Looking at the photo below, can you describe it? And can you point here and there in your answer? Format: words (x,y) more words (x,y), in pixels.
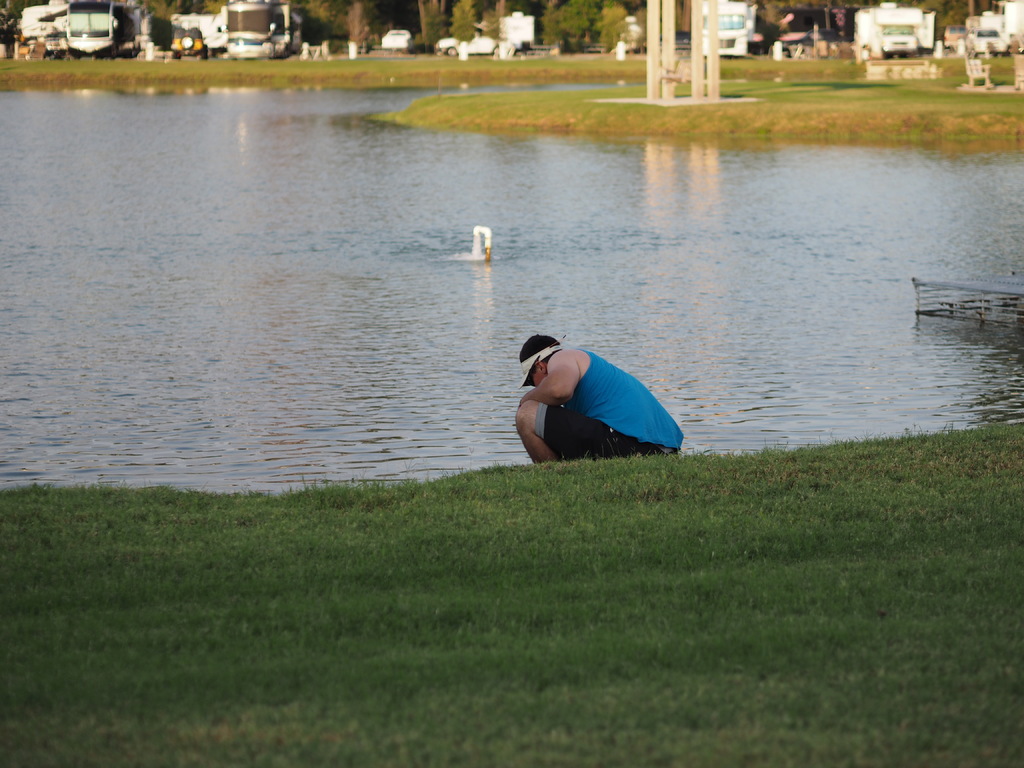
Here a person (670,419) is there, this is a grass (613,645) in the down side and this is water (313,287).
